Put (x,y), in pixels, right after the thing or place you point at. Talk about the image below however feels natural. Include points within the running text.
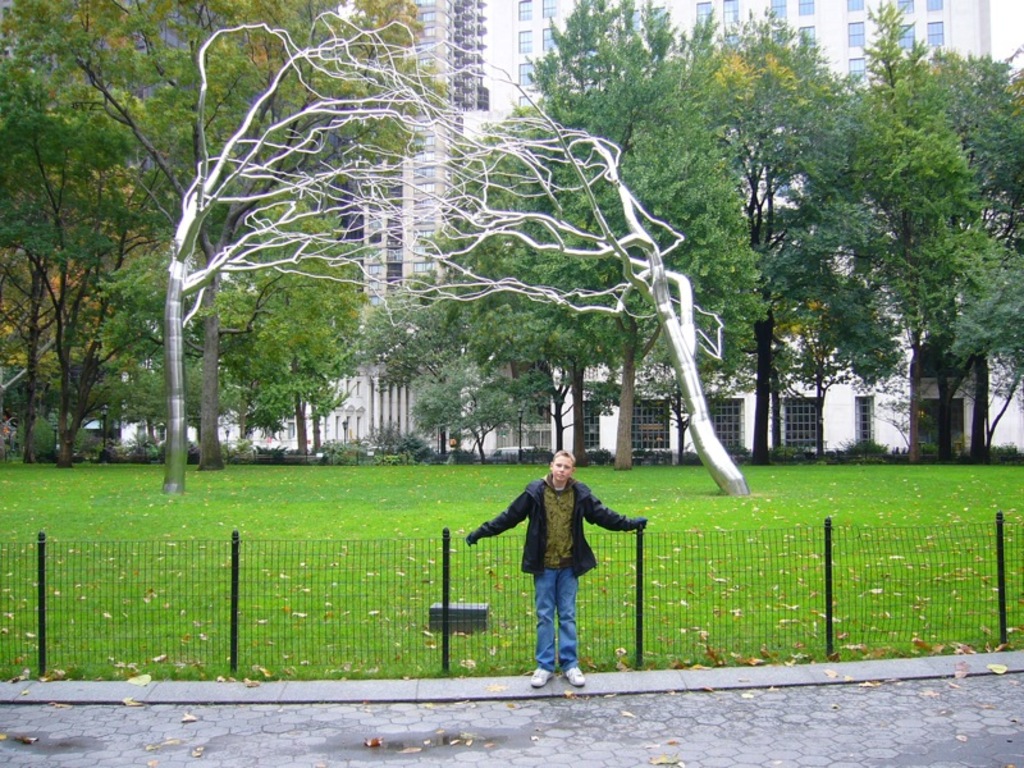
In the picture we can see a man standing near the railing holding it with two hands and behind the railing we can see a grass surface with some trees (946,287) and behind it we can see some buildings (961,39).
